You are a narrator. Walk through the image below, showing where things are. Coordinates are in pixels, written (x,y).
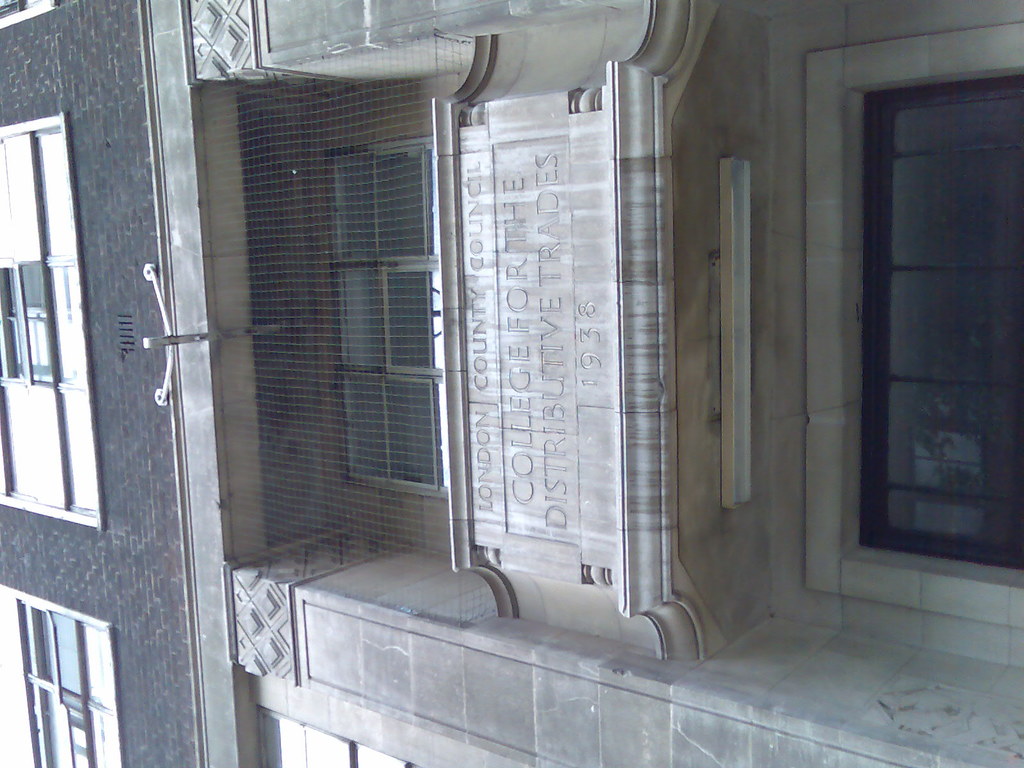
In this picture we can see a building (211,385) with windows (346,439). On the building (496,322), it is written something.
